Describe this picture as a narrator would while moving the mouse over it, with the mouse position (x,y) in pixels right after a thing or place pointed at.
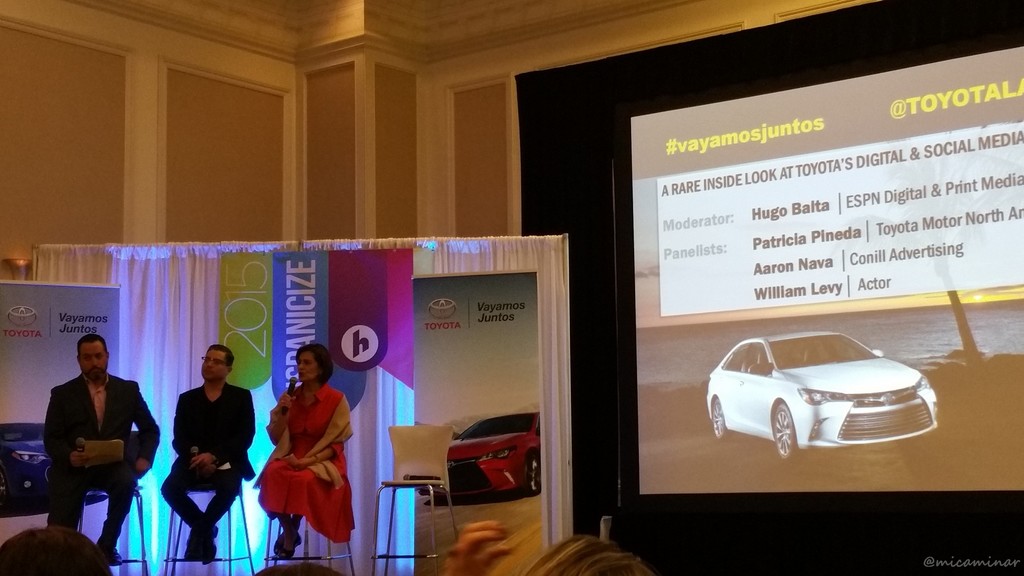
In this picture I can observe three members (305,450) sitting in the chairs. Two of them are men (192,410) and one of them is a woman (292,441). She is holding a mic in her hand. Behind them there is a white color curtain (163,344). On the right side (728,316) I can observe a screen (856,380). There is some text (710,219) in the screen (863,236). In the background (494,171) there is a wall (355,145).
